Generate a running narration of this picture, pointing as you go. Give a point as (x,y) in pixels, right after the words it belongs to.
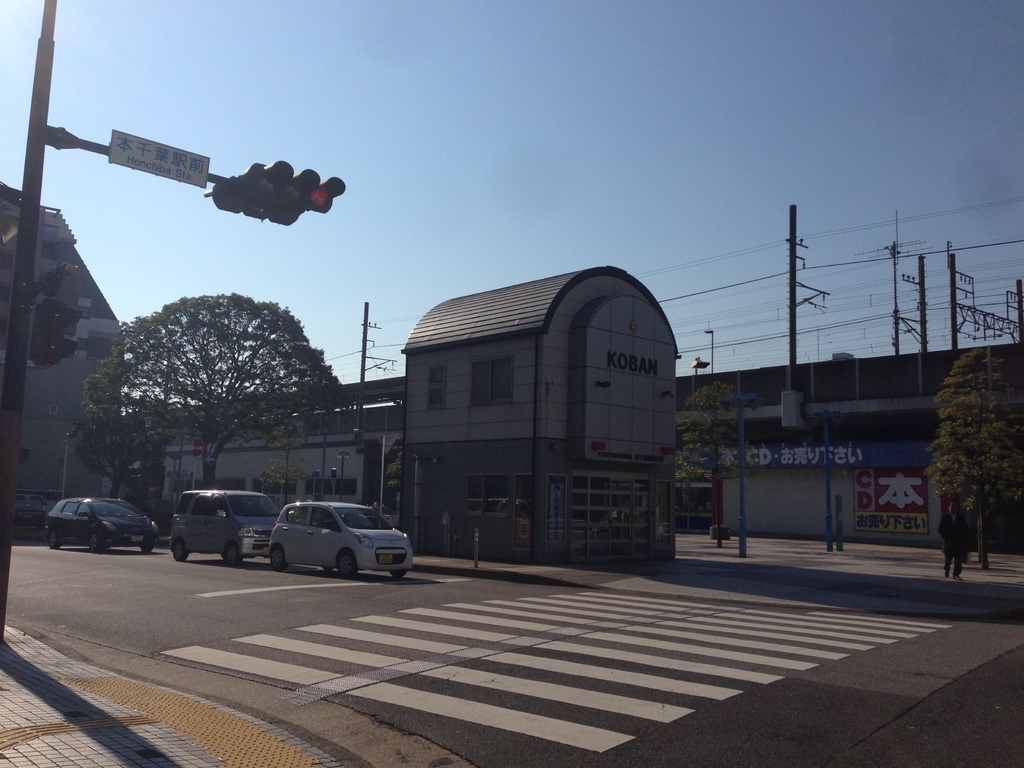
In this image I can see few white lines (670,680) and few vehicles (96,542) on this road (399,659). I can also see number of poles (999,317), wires (769,329), boards (770,452), trees (686,452), buildings (376,465), signal lights (57,313), the sky (534,171) and on these boards (899,471) I can see something is written.
